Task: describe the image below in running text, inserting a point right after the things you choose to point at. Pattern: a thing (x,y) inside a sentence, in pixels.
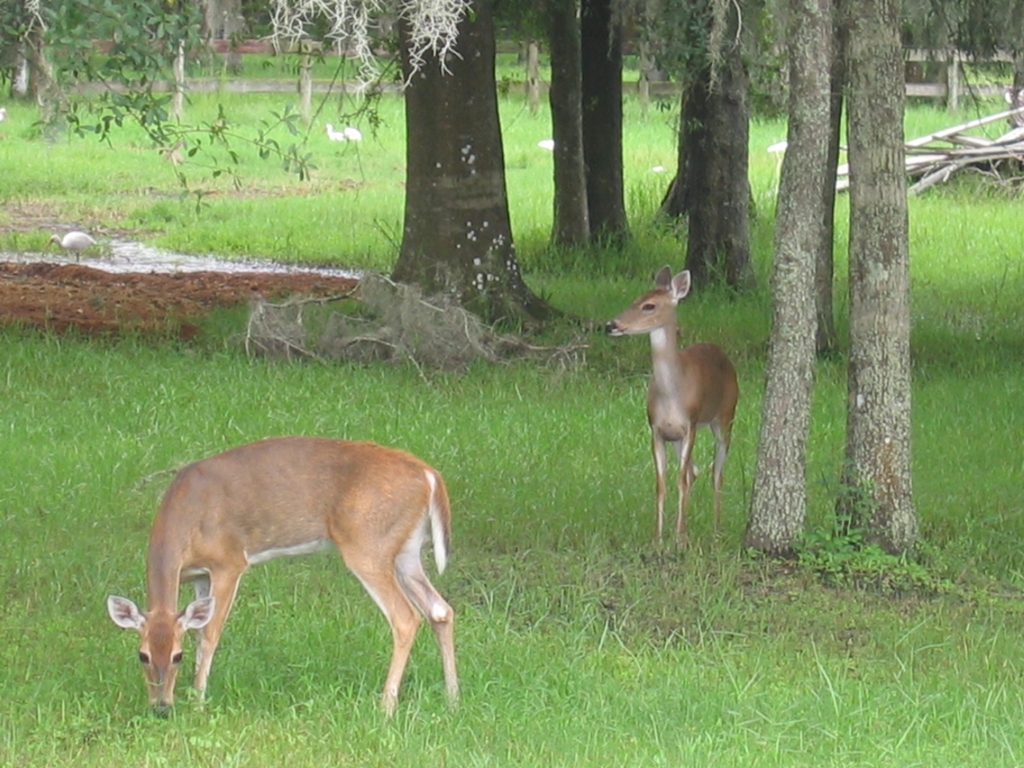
In this image we can see some animals (438,500) and birds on the ground (610,446). We can also see grass (567,542), the bark (816,162) of the trees (818,206), poles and some trees (225,28).
